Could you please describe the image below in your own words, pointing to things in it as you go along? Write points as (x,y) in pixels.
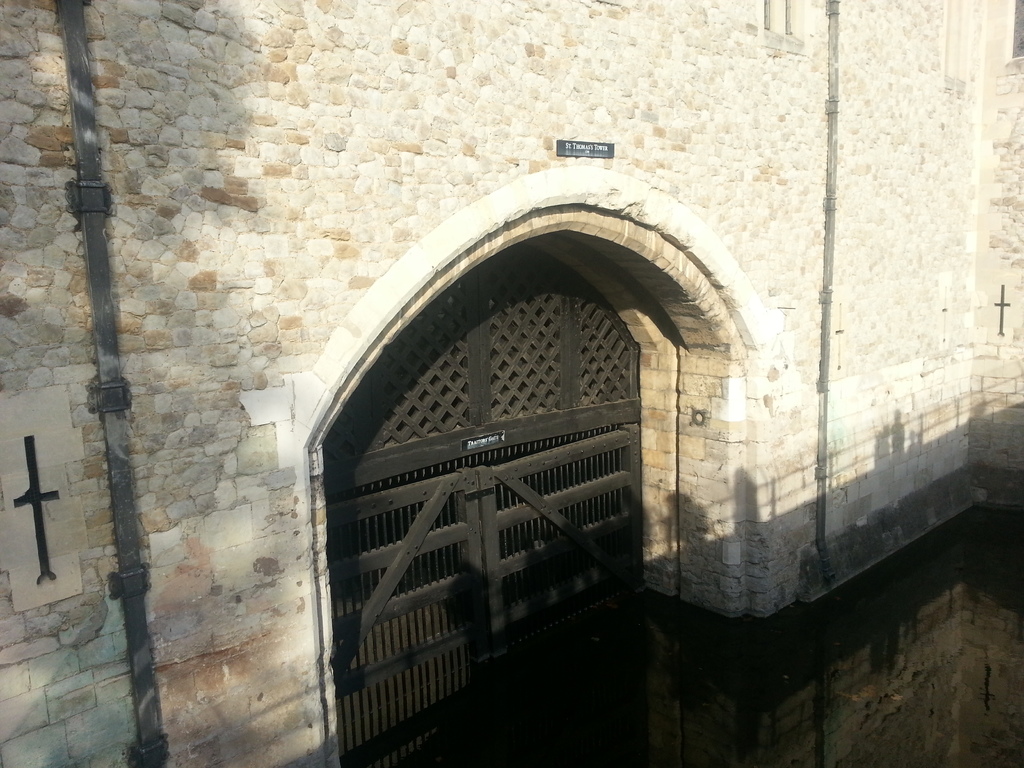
In this image we can see a building (622,220), on the building (623,161) we can see a board (592,146) with text (604,148), also we can see the doors (408,672) and in front of the building (936,16) we can see the water (832,727).
